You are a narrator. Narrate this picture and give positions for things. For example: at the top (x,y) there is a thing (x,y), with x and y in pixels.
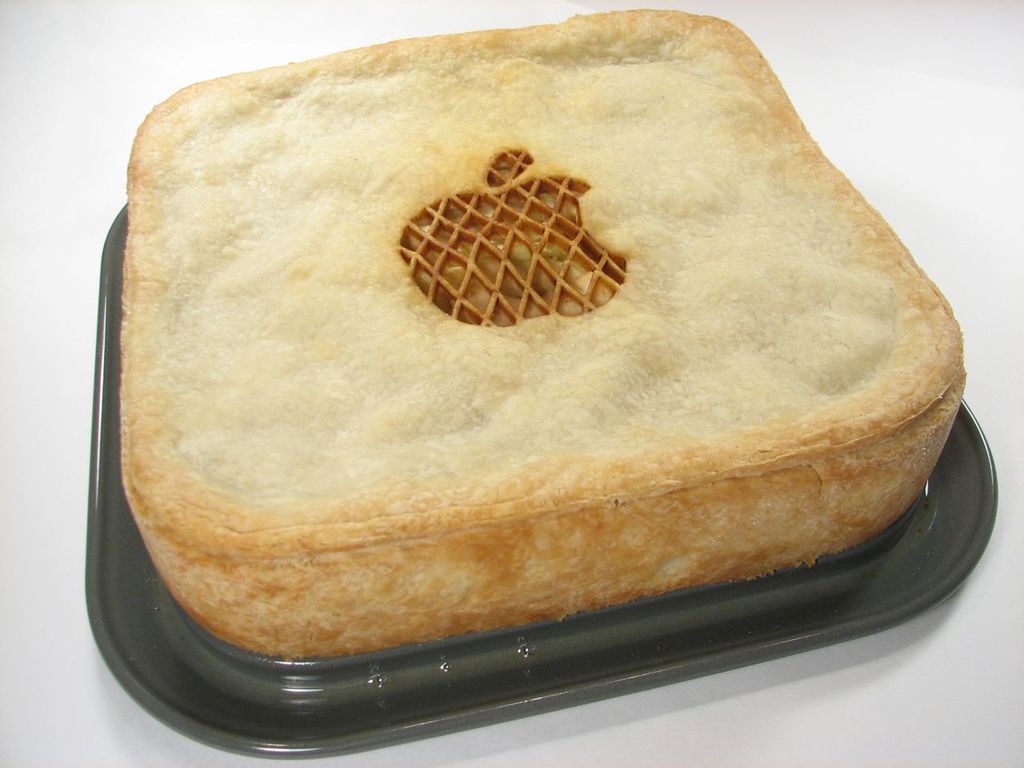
In this picture there is a food item (472,546) placed in a black color object (155,600). At the bottom (618,747) it is white surface (957,722).
